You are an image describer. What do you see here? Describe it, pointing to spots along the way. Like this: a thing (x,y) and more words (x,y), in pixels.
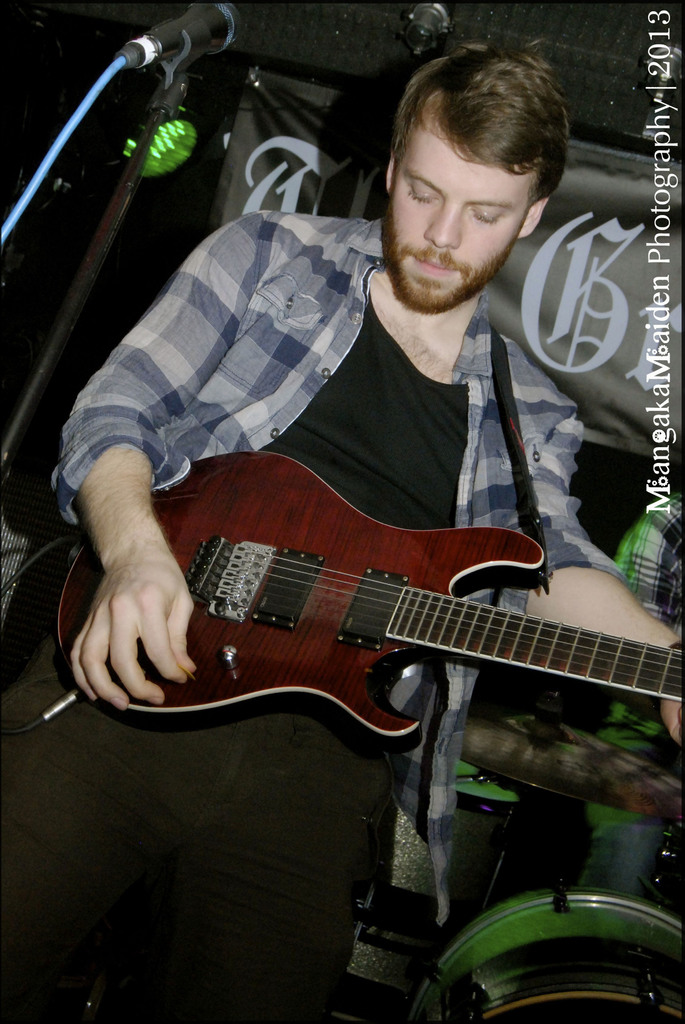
On the background (635,253) we can see a flexi (237,161), drums (539,916) and a cymbal (563,770). Here we can see one man (166,326) standing in front of a mike (182,45) and playing guitar (364,688).
